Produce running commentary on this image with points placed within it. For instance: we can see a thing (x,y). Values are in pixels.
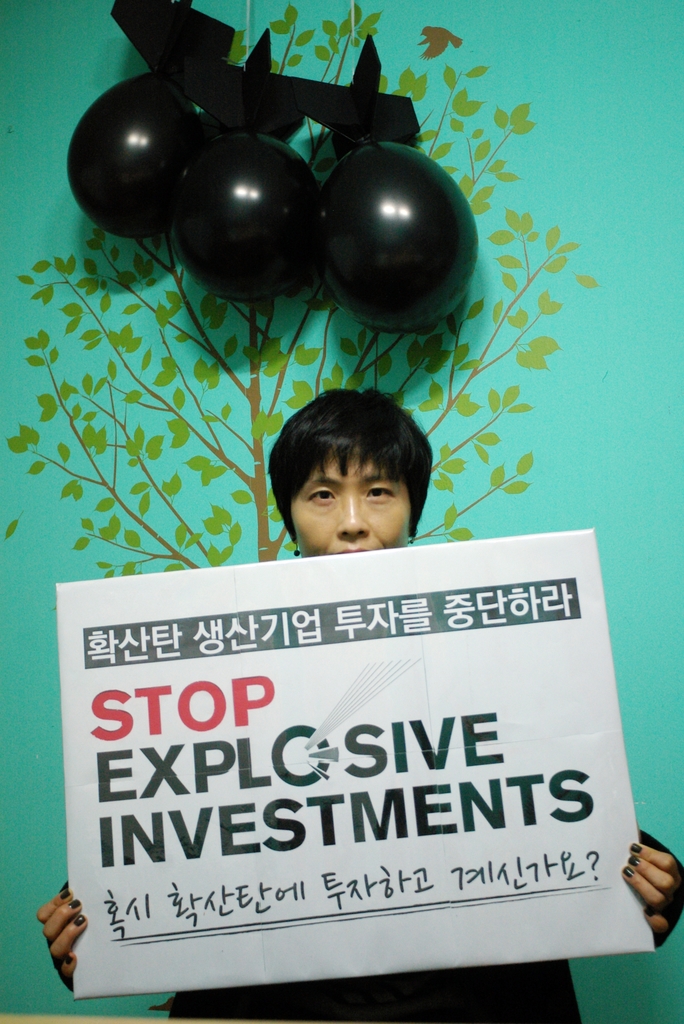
In the foreground of the picture (229,747) there is a person (417,477) holding a placard (154,716), on it there is text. In the background (417,25) there are balloons (366,181) and wall (436,93), on the wall (198,401) there is a design (255,345) of tree (184,456).
